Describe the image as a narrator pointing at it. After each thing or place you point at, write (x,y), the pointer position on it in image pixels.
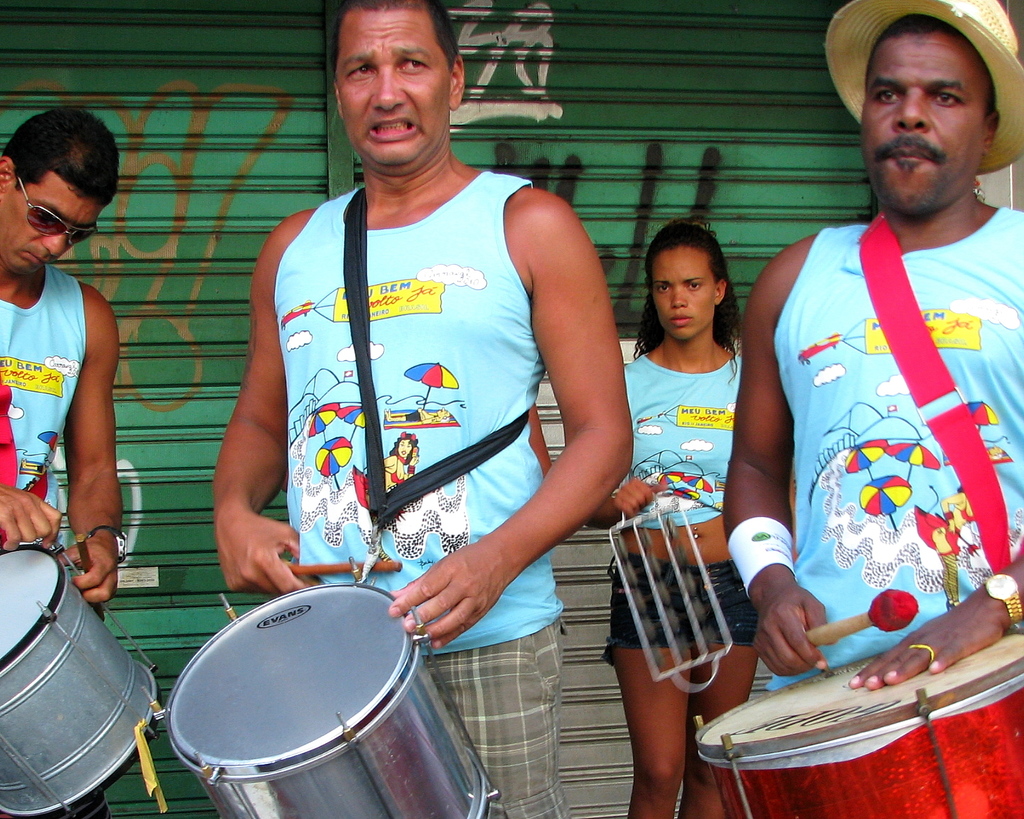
As we can see in a picture there are four person (502,468) standing and wearing a same dress (386,546), holding musical instruments (273,668).
